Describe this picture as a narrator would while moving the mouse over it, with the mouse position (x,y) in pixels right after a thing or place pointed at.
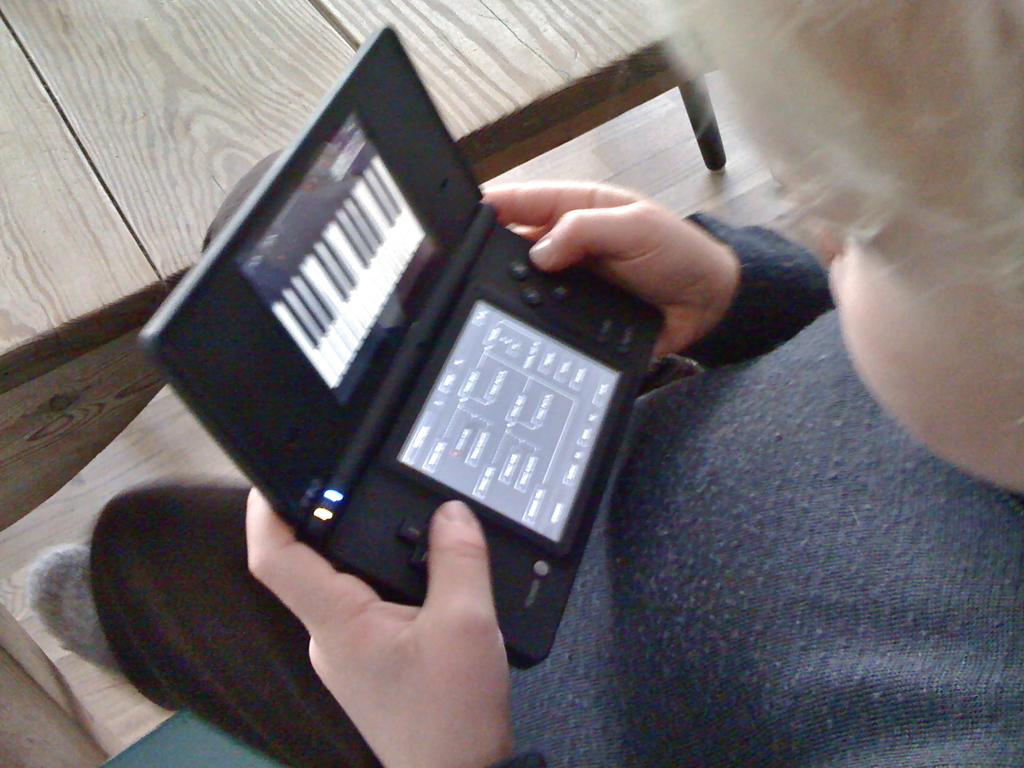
On the right side of the image (865,649) we can see a boy (717,543) is holding an object (513,626) and playing. In the background of the image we can see the floor (104,712). At the top of the image (223,14) we can see a table (253,58).
